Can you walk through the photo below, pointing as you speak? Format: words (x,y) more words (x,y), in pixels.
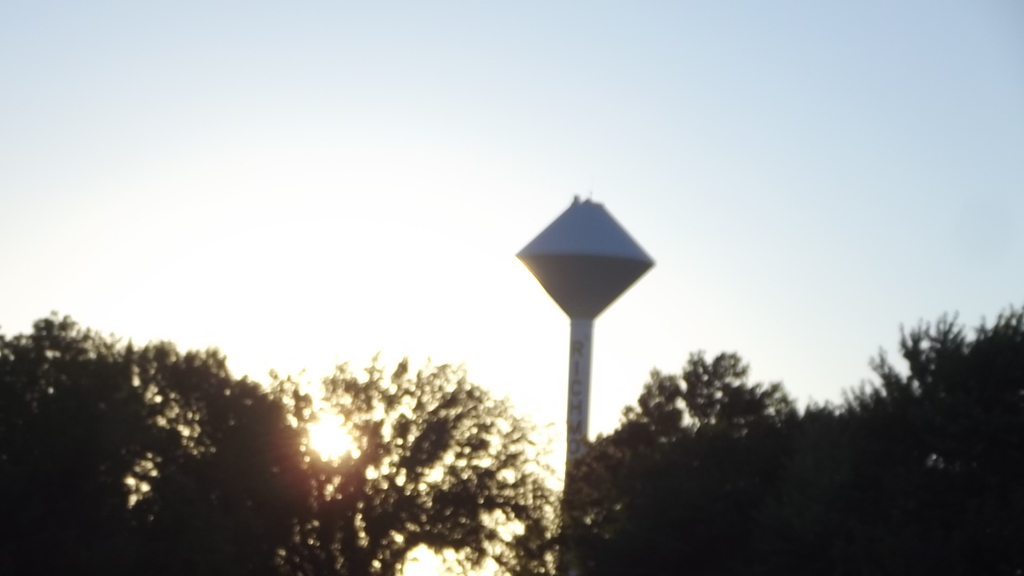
In this picture we can observe a pole (578,340). There are some trees (286,486). In the background (283,200) we can observe a sky (396,162).
